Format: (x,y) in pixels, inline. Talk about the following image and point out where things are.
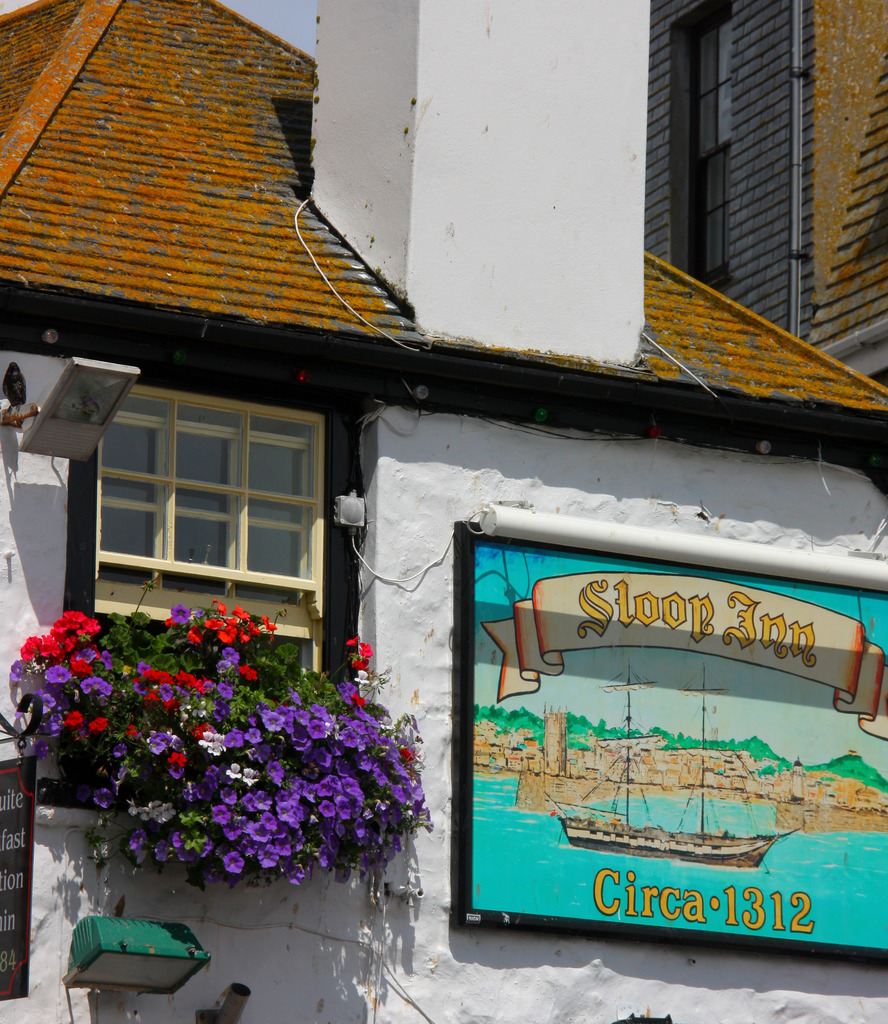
In this image, we can see a few houses (660,486) with walls (523,493) and glass windows (323,537). Here we can see few plants (239,694) with flowers (249,820), boards (646,775), light (118,955). Top of the image (538,181), there is a white pillar (511,97).
